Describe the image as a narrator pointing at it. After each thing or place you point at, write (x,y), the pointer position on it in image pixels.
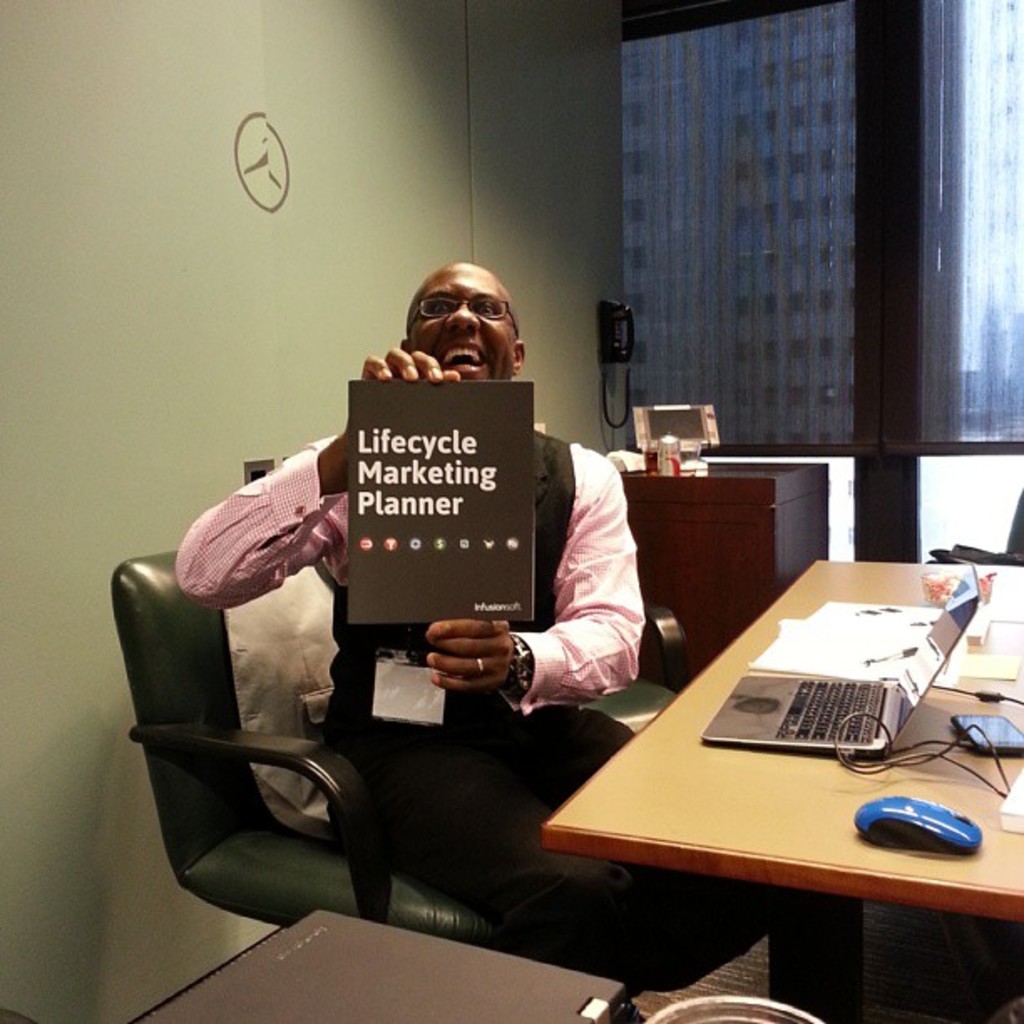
In this picture we can see a man (596,564) he is seated on the chair (226,721) and he is holding a book (483,560) in his hand (440,627), he is smiling in front of him we can find a laptop (870,743), mobile (978,740), books (989,613) on the table (801,790), in a background (665,428) we can find a tin (671,470) and a frame (652,435) on the table (753,539), and also we can find a wall (110,276) and a glass (851,250).
